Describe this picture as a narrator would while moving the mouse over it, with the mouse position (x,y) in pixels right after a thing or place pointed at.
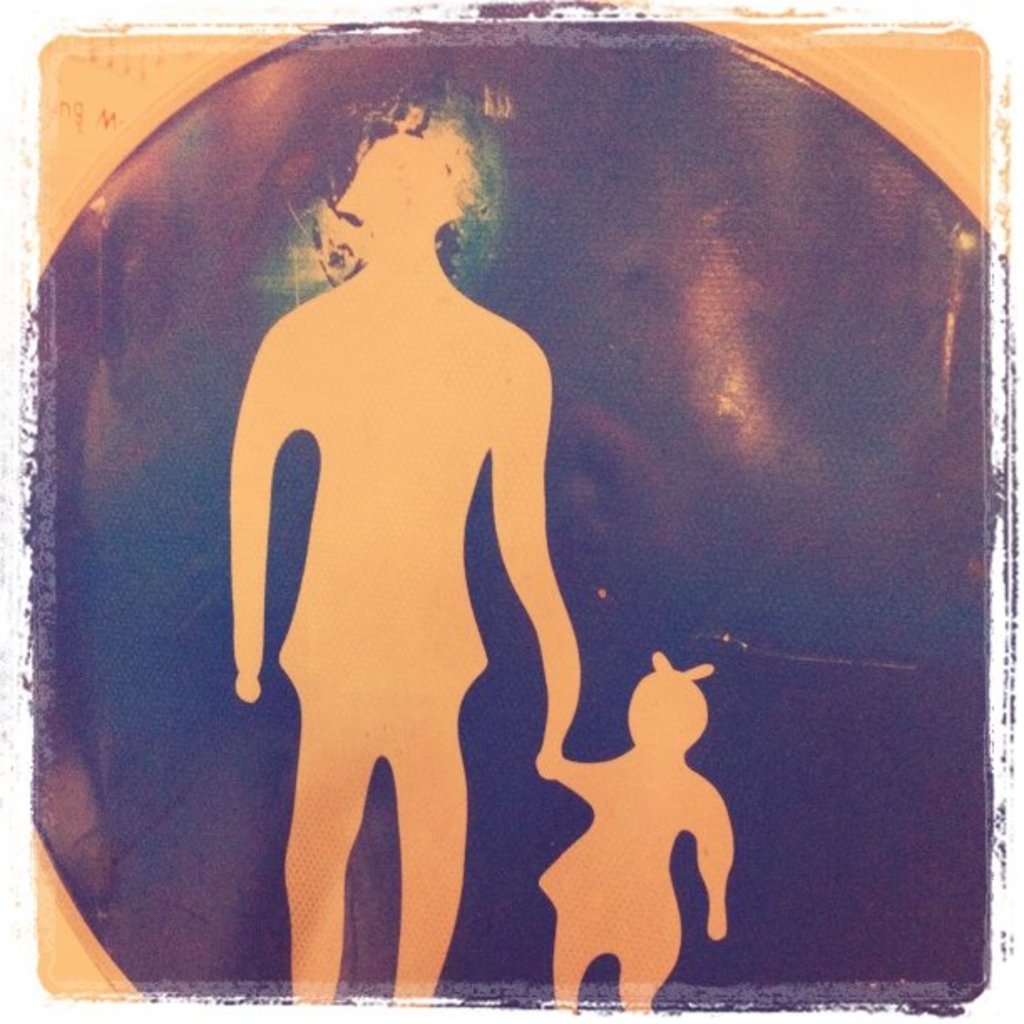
In this image we can see the poster (172,316). On the poster (68,218) we can see animated persons (384,532).
